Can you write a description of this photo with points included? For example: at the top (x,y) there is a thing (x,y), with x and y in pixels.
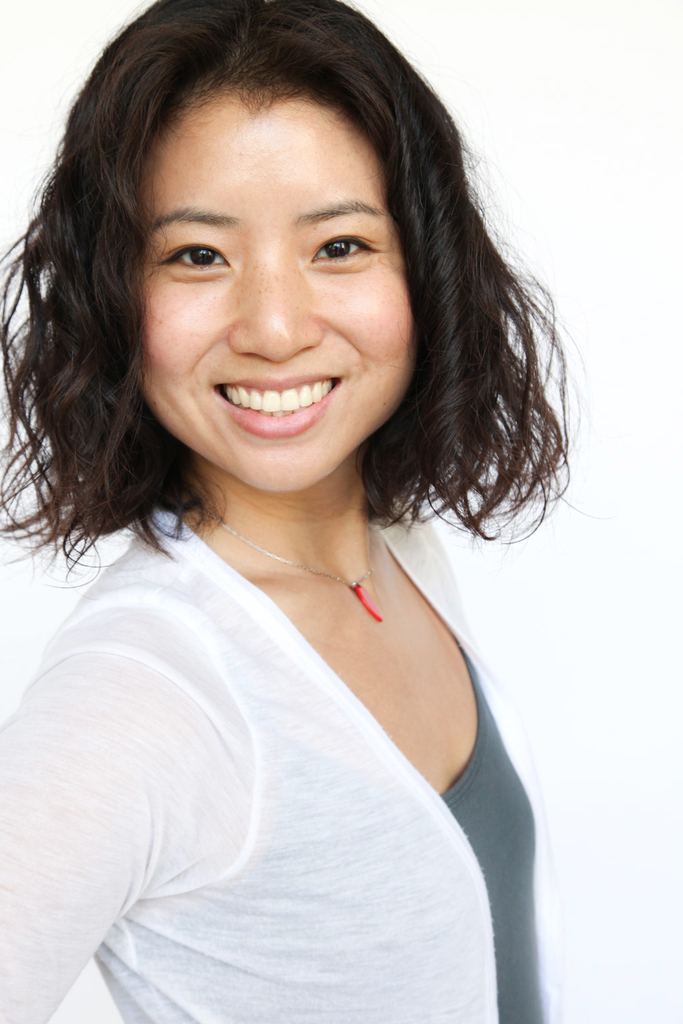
A woman (308,613) is wearing white and gray color clothes (467,848).
